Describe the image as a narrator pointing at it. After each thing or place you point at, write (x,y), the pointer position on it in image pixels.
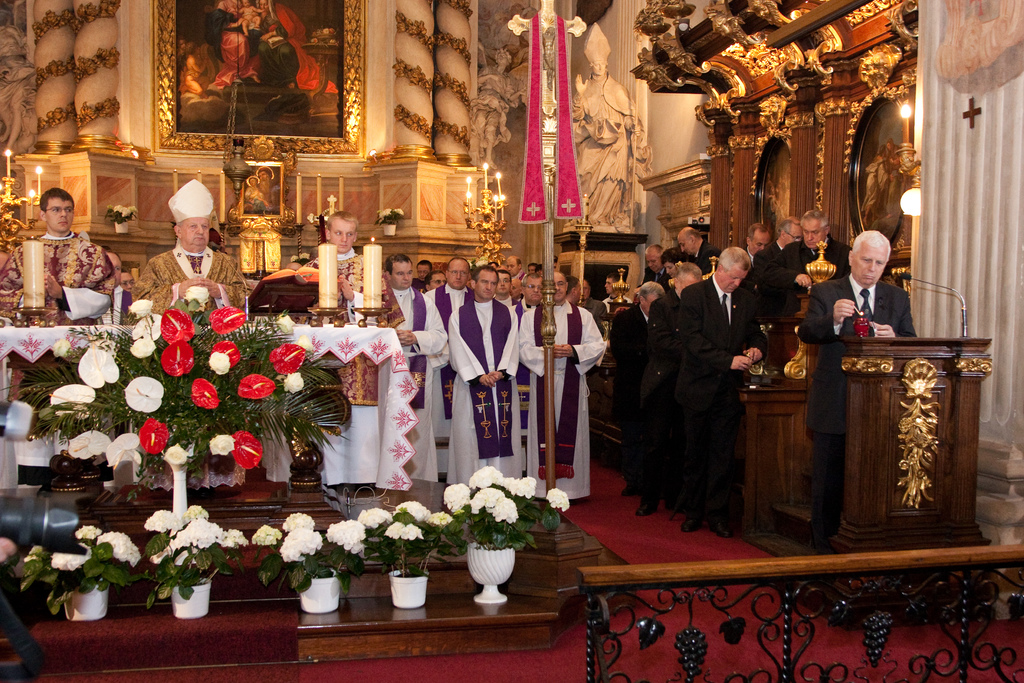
At the bottom of the image (314,605) on the steps (351,606) there are potted plants (126,578) with flowers (285,554). Behind them there is a bouquet (108,377). Behind that there is a table (389,360) with candles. Behind the table (385,384) there are few people (398,286) standing. On the right side of the image (708,578) there is a railing (853,596). Behind the railing (951,555) there is a podium (959,455) with mic (962,301). Behind the podium (864,356) there are few men (777,283) standing. In the background (610,218) there are walls (581,45), statues (588,119), sculptures (592,95), pillars (407,133), frames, walls (838,201) with designs (817,182) and some other things (904,139).
